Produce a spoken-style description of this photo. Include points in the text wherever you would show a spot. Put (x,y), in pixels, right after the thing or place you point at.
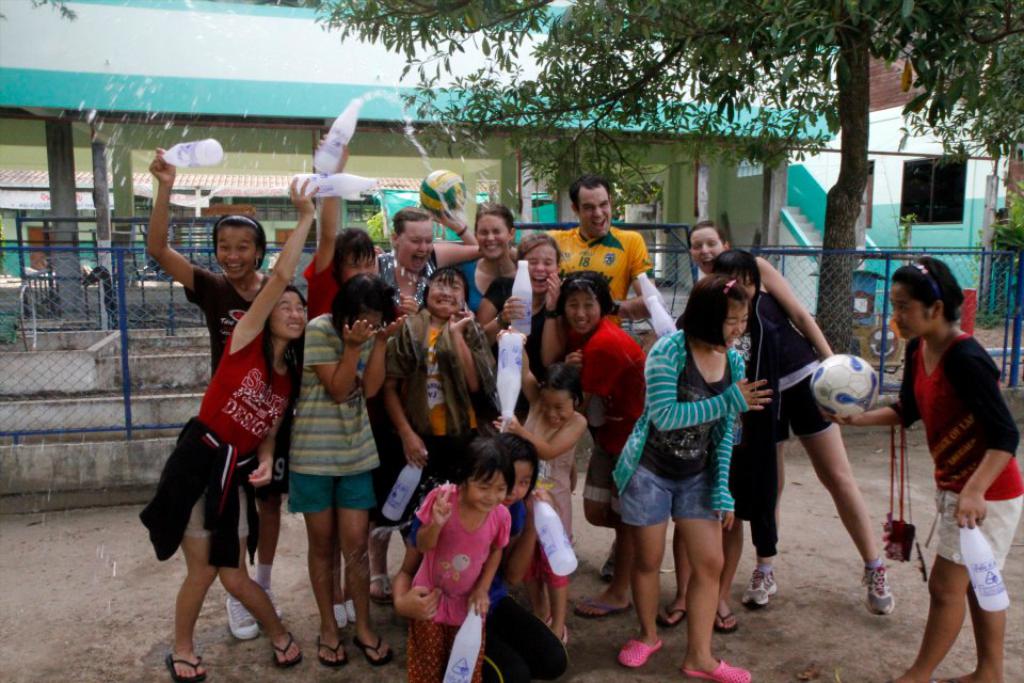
As we can see in the image there is a tree (608,60), fence (86,230), building (244,13) and few people (613,240) standing over here.
